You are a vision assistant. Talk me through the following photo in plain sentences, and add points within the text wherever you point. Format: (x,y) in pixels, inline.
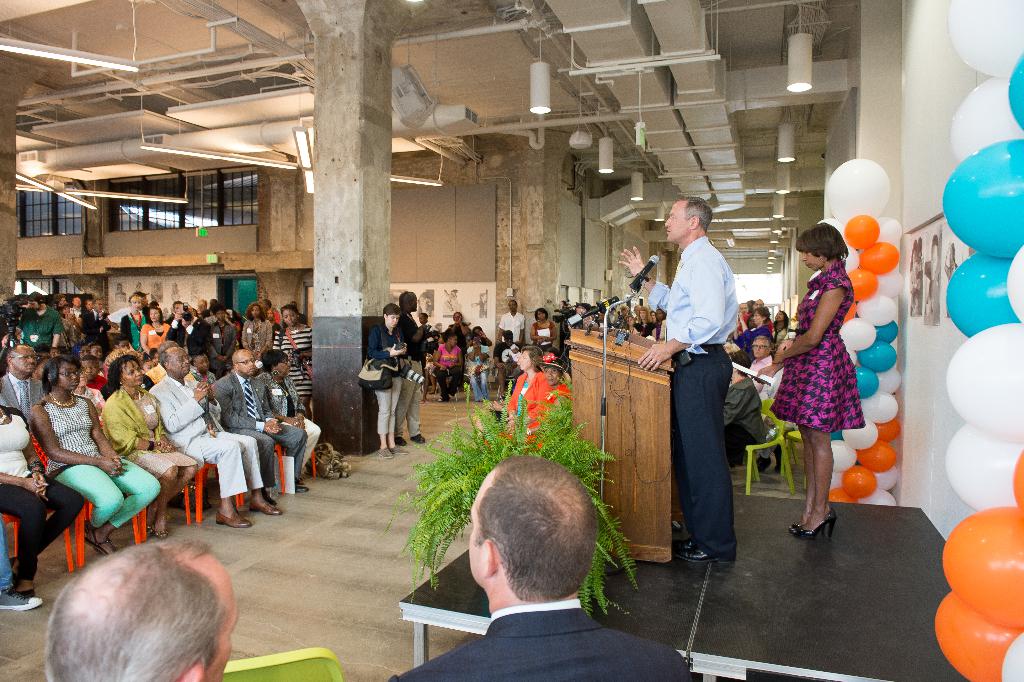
At the bottom of the picture (541,670), we see two men (163,651) are sitting on the chairs (291,679). Beside them, we see a stage (852,552) on which a man (728,538) and the woman (824,286) are standing. The man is talking on the microphone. In front of him, we see a podium (628,395) and the microphones (604,406). Beside that, we see the plant pot (539,453). On the right side (882,232), we see the balloons (865,358) in white, orange and blue color. Beside that, we see a white wall (931,142) on which photo frames (915,265) are placed. On the left side (65,402), we see the people (104,467) are sitting on the chairs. We even see the people (289,331) are standing. Beside them, we see a pillar (352,287). In the background (476,341), we see the people (505,323) are standing. At the top (464,52), we see the lights (91,59) and the ceiling (497,2) of the room (608,200).
